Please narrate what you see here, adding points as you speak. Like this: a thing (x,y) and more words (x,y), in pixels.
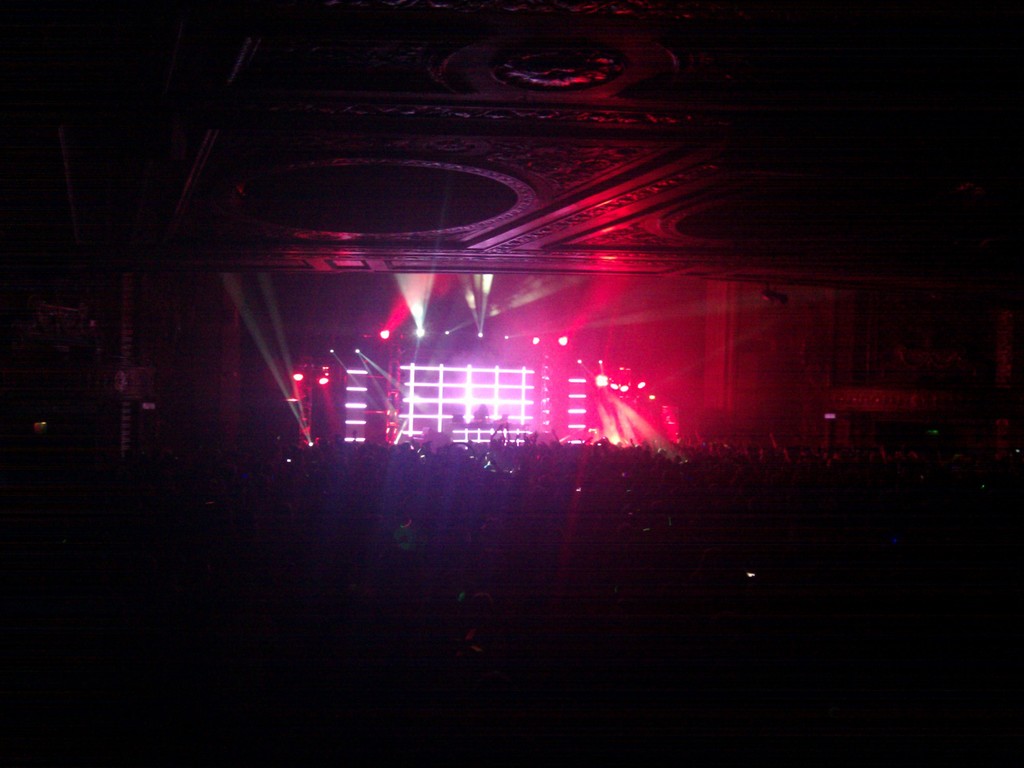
In this image, I can see a stage (488,414) with the focus lights (509,377). At the top of the image (437,148), I can see the ceiling (458,77). There is a dark background (101,347).
